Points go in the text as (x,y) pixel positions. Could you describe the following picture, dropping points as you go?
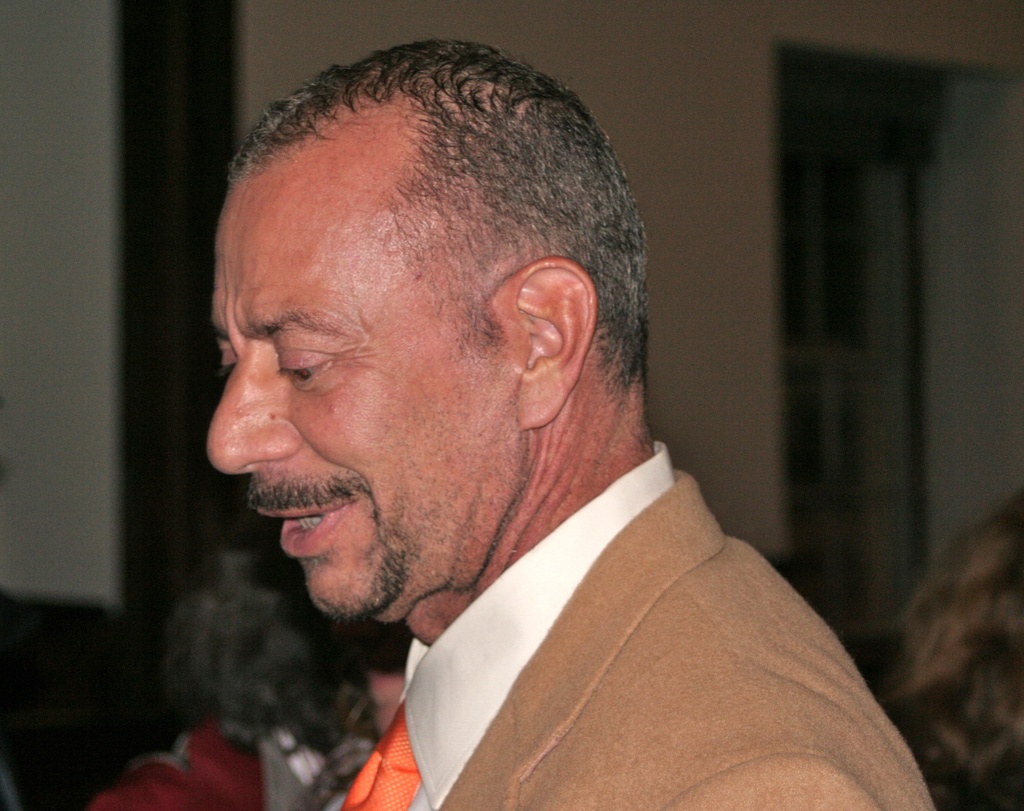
In this image, I can see a man (386,532). There is a blurred background (191,786).
